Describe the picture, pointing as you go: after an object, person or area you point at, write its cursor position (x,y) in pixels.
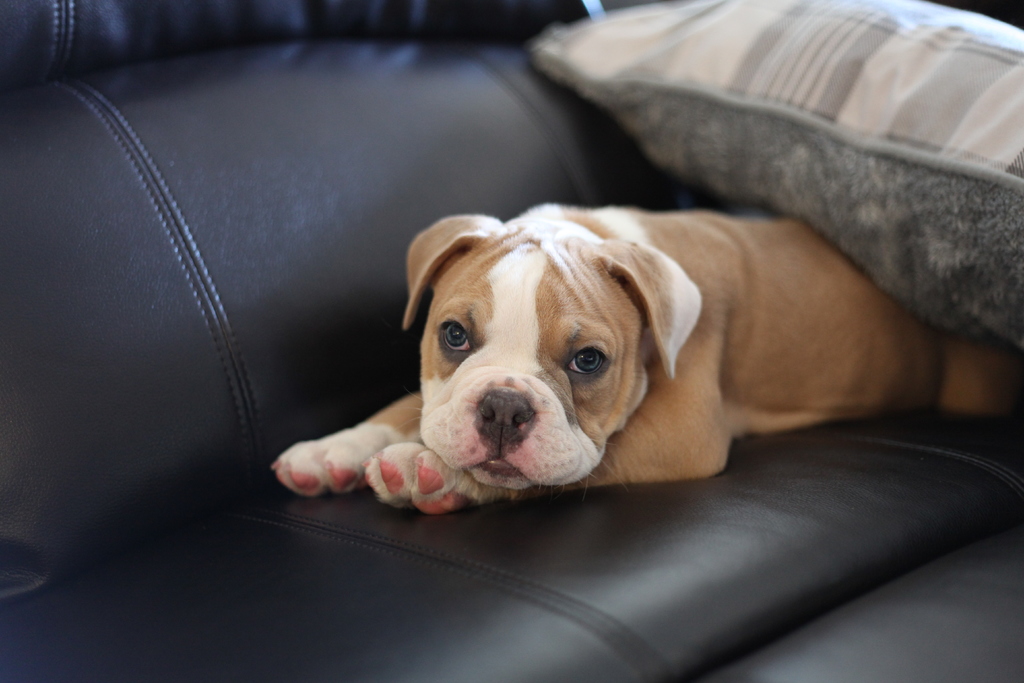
In this image we can see a dog (555,363) on the couch (344,417). There is a pillow (822,156) in the image.
